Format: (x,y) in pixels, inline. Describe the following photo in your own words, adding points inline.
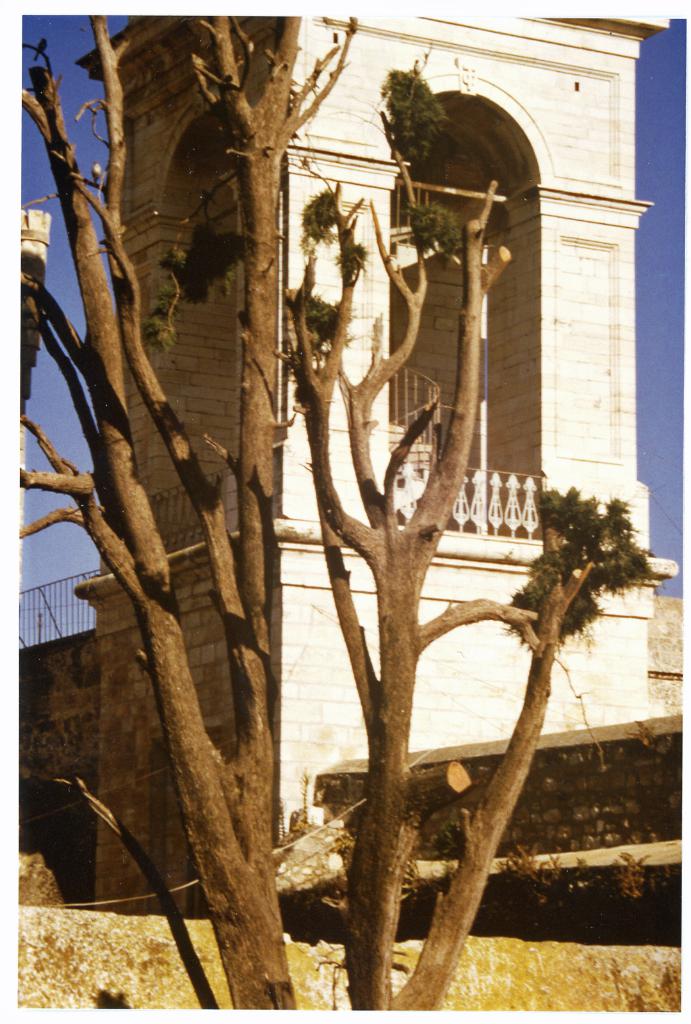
In this image, I can see the trees (427,992) with branches (567,600) and leaves (579,565). This looks like a building (538,181).
